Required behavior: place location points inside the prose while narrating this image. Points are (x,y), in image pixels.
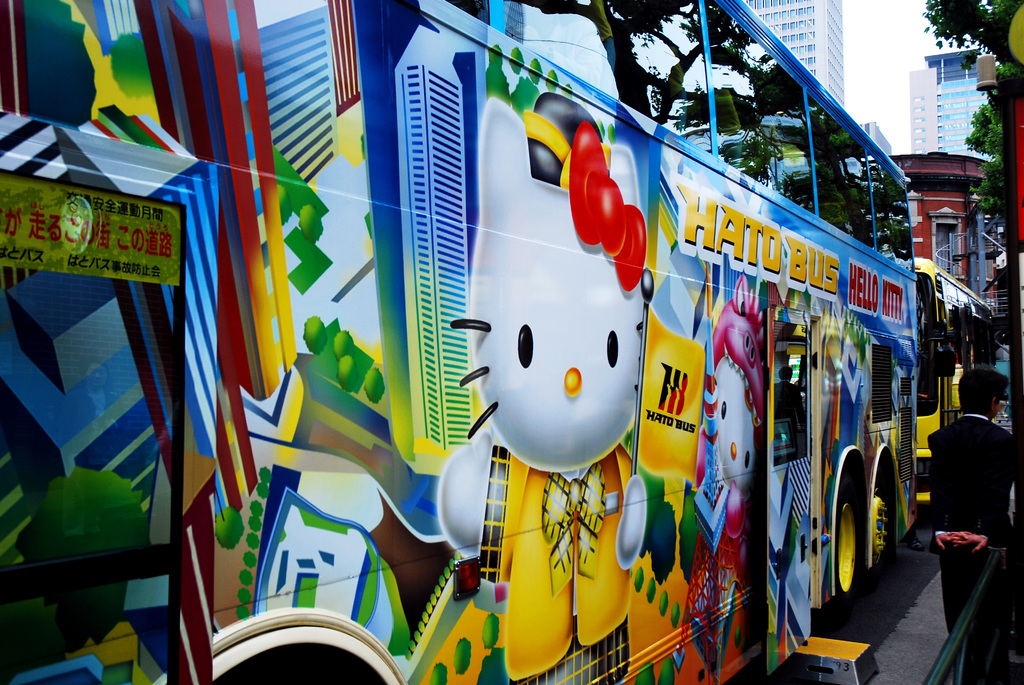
In this image in the foreground (423,253) there are two buses (867,337), on the buses (478,327) there is some art (683,429). On the right side (971,466) there is one person (957,496) who is standing, and at the bottom (924,639) there is a footpath (918,607) and on the right side (1013,108) there is one pole (1020,93). In the background (933,108) there are some buildings (923,99) and trees (987,115).
